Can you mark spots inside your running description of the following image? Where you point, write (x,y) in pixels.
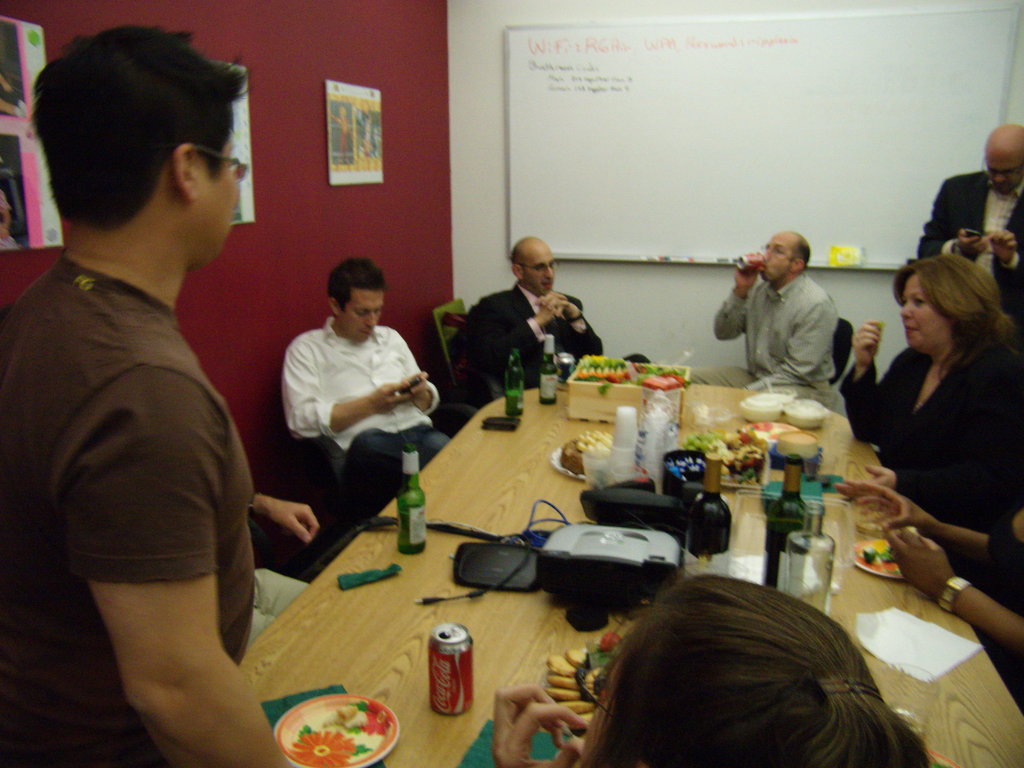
This picture is clicked inside the room (773,683). Here, we see many people (853,760) sitting on the chair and two men (74,192) standing. In the middle of the picture (514,392), we see a table (511,450) on which a bottle (422,502), coke can (436,667), beer bottle (419,522), glass (628,466), tiffin box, plate (299,711) is placed on it. In background (589,48), we see the white board (738,133) on which some text (589,78) is written. In the left corner of the picture (322,206), we see a wall (286,198) on which some charts (5,63) are placed on it.
